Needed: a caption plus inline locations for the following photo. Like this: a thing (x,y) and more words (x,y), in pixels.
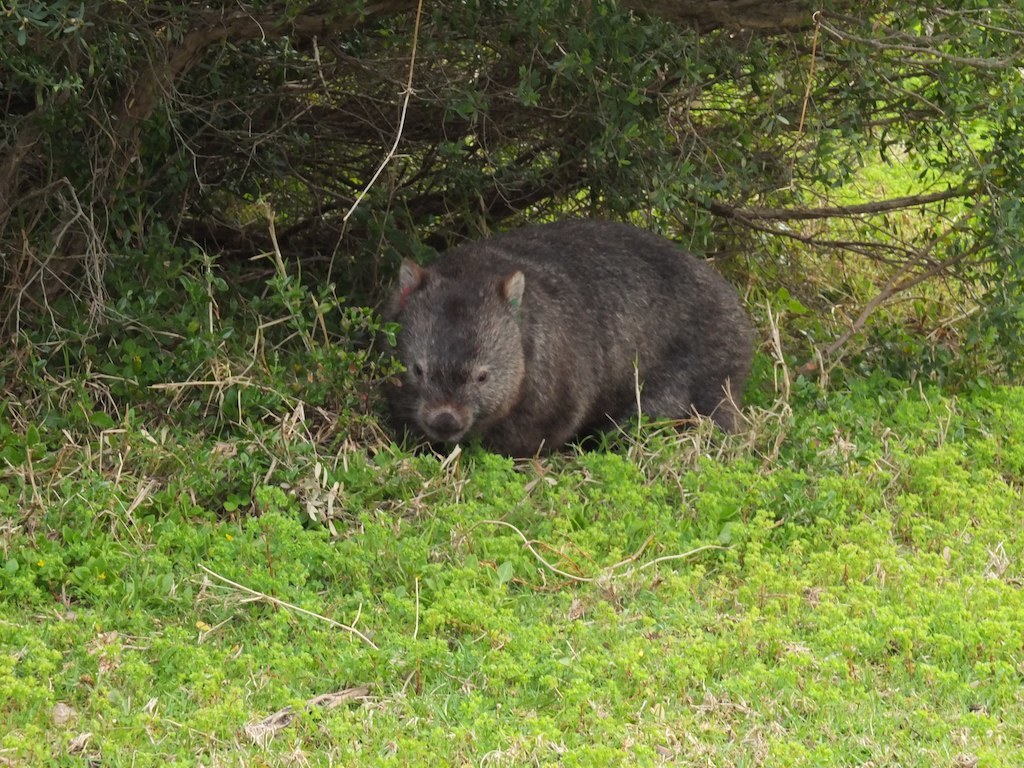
In this image I can see an animal (569,338) which is cream and black in color is on the ground (492,513). I can see some grass (572,631) which is green in color and few trees (423,120).
